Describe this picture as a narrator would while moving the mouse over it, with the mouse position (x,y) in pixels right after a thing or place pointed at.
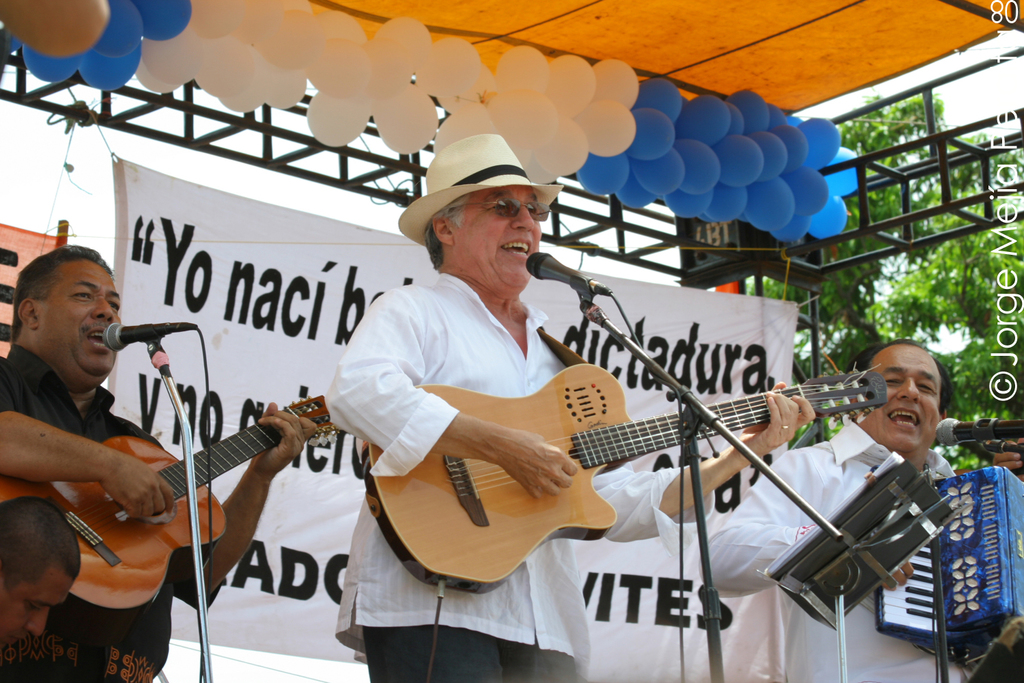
It is an event there are total three people (561,472) standing on the stage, the first two people (380,545) are playing a guitar (432,504), the third person (856,631) is playing accordion (923,567), they are also singing simultaneously, in the background (328,224) it is a white color banner (250,233) and above it there are few balloons (764,142) and some iron rods (869,189), behind that there is sky (89,174) to its right side there are some trees (900,285) and sky (912,157).
